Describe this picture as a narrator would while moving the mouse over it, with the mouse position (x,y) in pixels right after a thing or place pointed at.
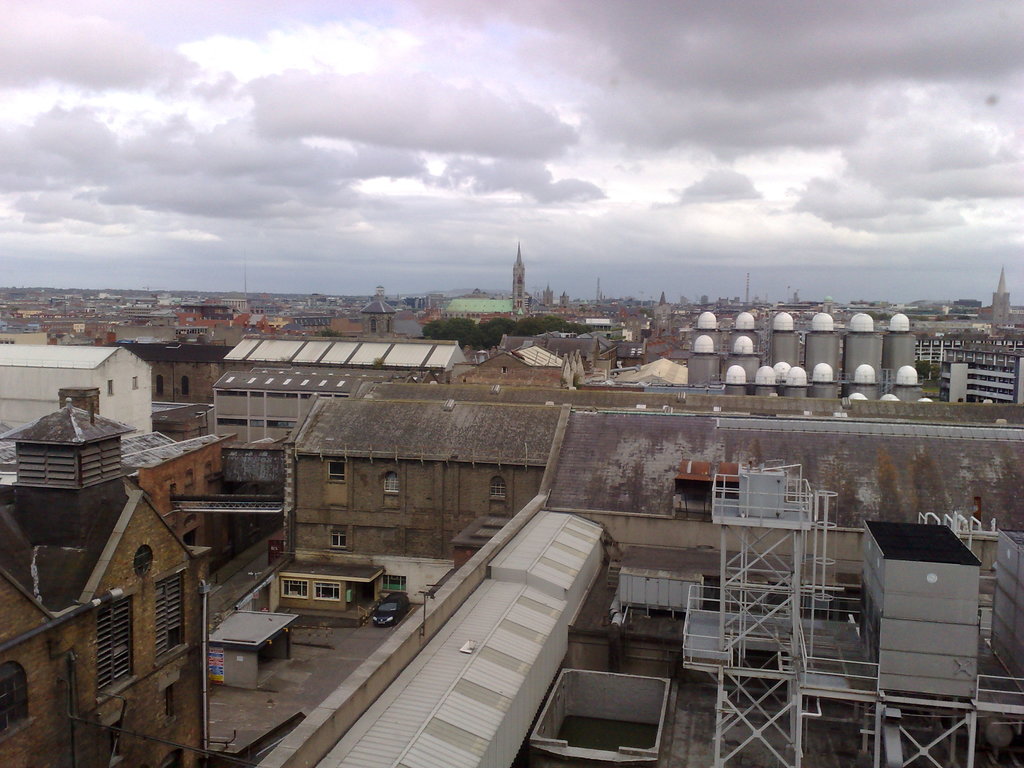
In the image we can see some buildings (435,600) and vehicles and poles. At the top of the image (344,205) there are some clouds (270,179) and sky (967,251).
